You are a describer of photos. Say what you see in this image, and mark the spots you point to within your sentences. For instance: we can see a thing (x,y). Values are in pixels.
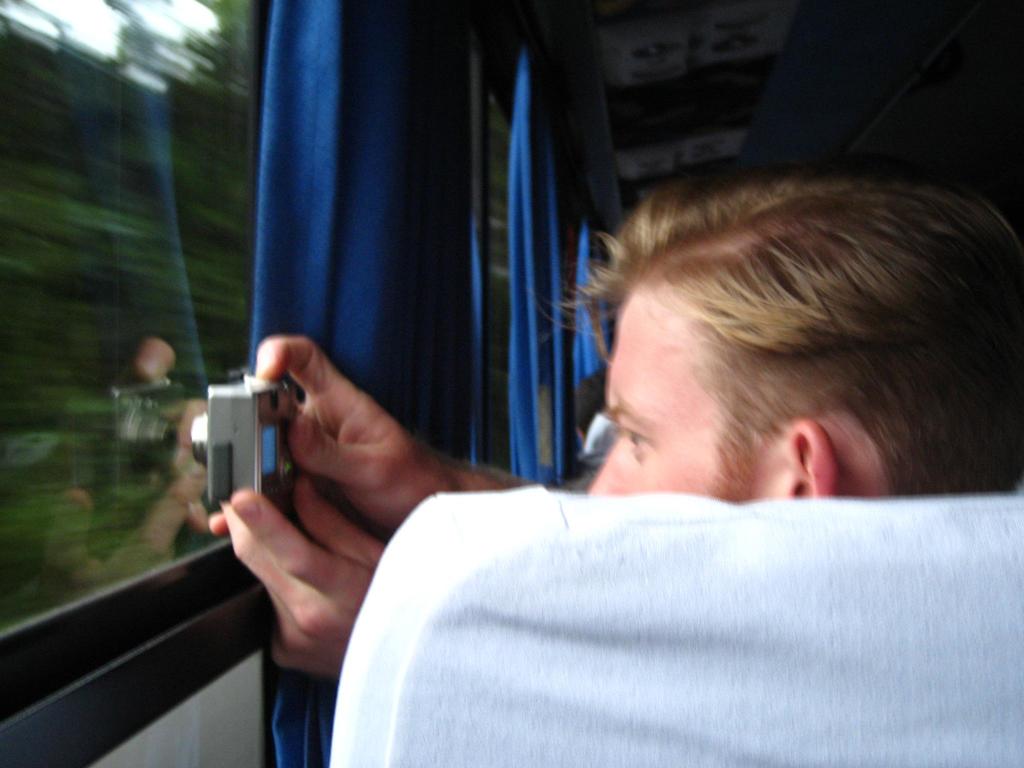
This image consists of a man (937,306) holding a camera (221,485) and taking pictures. On the left (145,424), there is a window (106,444), through which we can see the trees (148,296). It looks like a vehicle (458,528) in which we can see the curtains (428,320) in blue color and seats (687,641) in white color.
